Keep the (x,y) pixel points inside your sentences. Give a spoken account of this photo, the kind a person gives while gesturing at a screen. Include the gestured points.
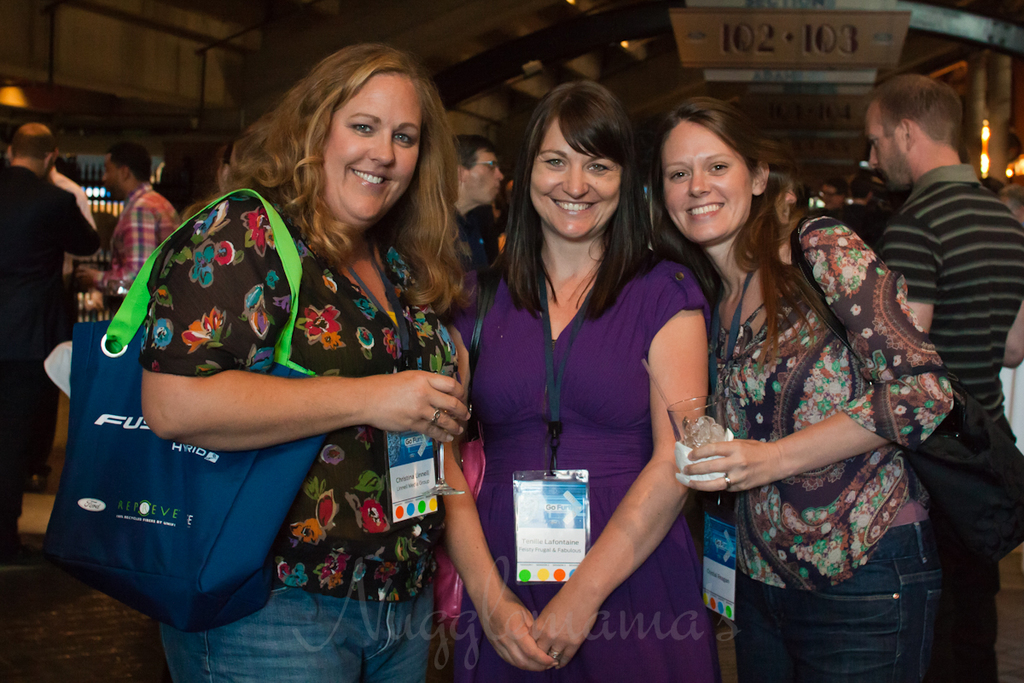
In this picture we can see some people (380,227) standing here, a woman (360,319) on the left side (277,467) is carrying a bag (285,457), in the background (801,81) we can see boards (810,116), there is a light (980,147) here.
